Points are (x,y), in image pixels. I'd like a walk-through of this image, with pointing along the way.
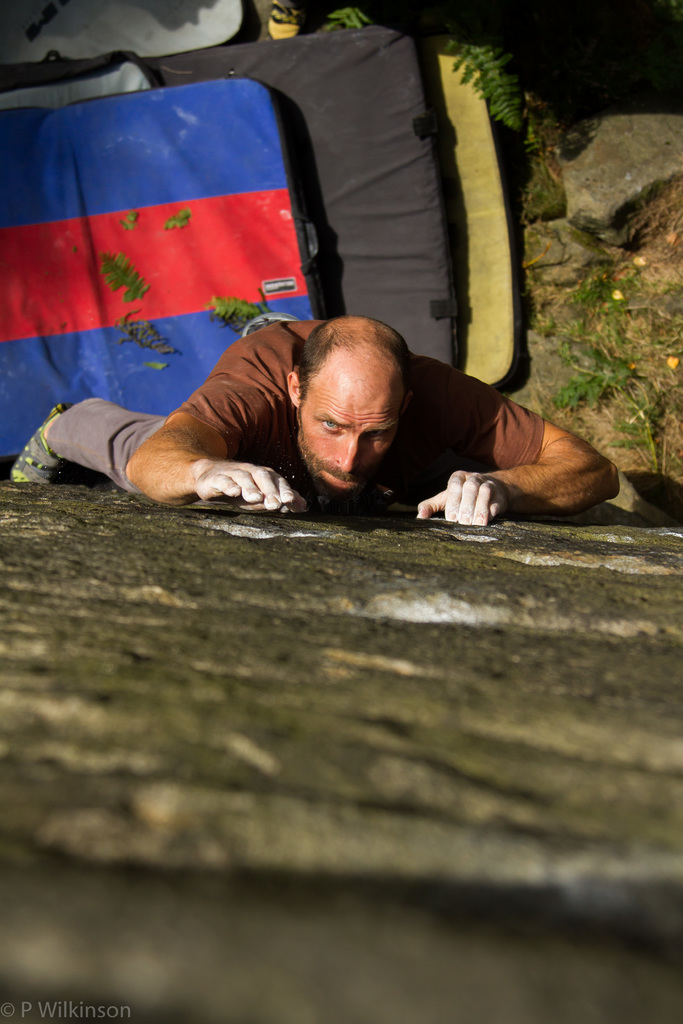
In this image there is a person (324,507) climbing the rock (389,697). At the top of the image (23,127) there are beds (301,209). There is some text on the left side of the image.
